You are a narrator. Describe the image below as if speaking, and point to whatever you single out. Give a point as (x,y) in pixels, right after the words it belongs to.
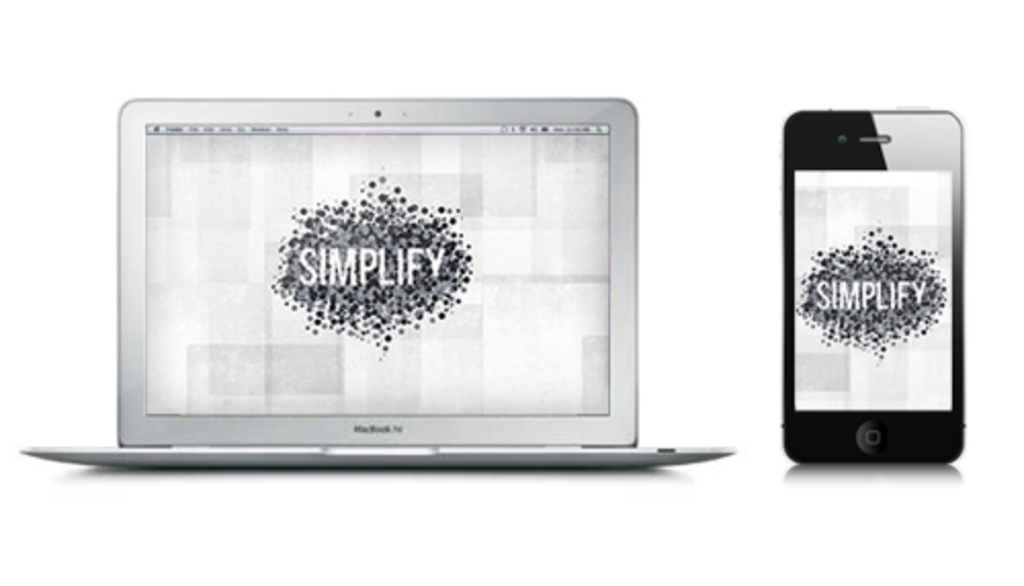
In this image I can see a laptop (469,461) and a mobile (884,308), and the image is in black and white.
